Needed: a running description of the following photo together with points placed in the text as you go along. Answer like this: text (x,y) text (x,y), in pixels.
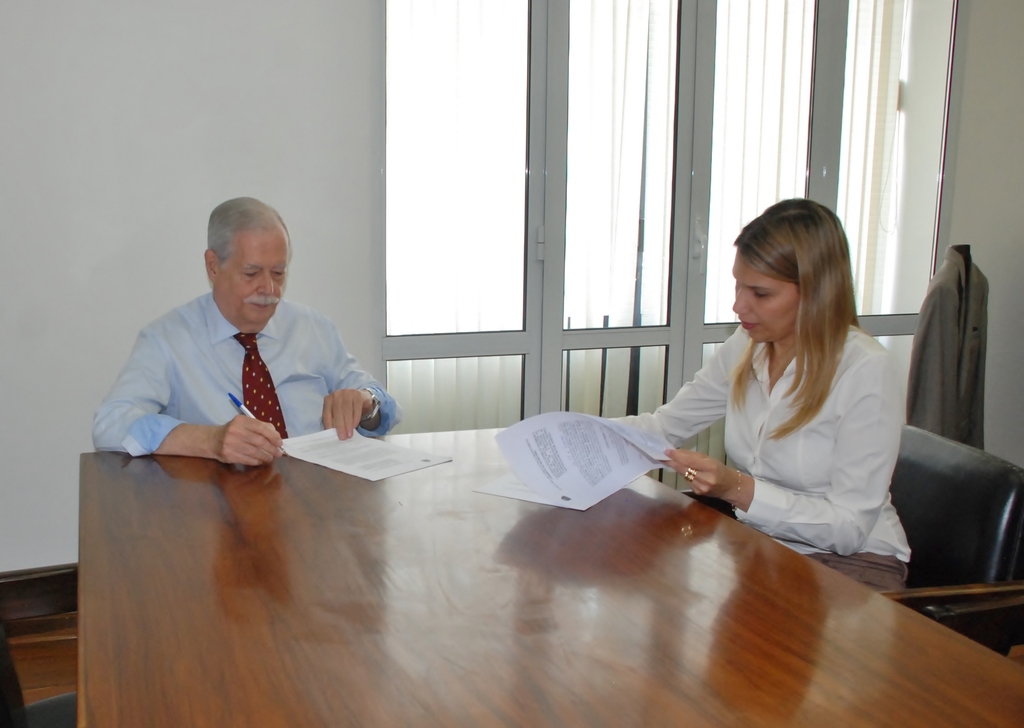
In the image we can see two persons (800,416) were sitting on the chair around table (270,549). In the background (393,119) there is a window (541,118) and wall (178,119).
